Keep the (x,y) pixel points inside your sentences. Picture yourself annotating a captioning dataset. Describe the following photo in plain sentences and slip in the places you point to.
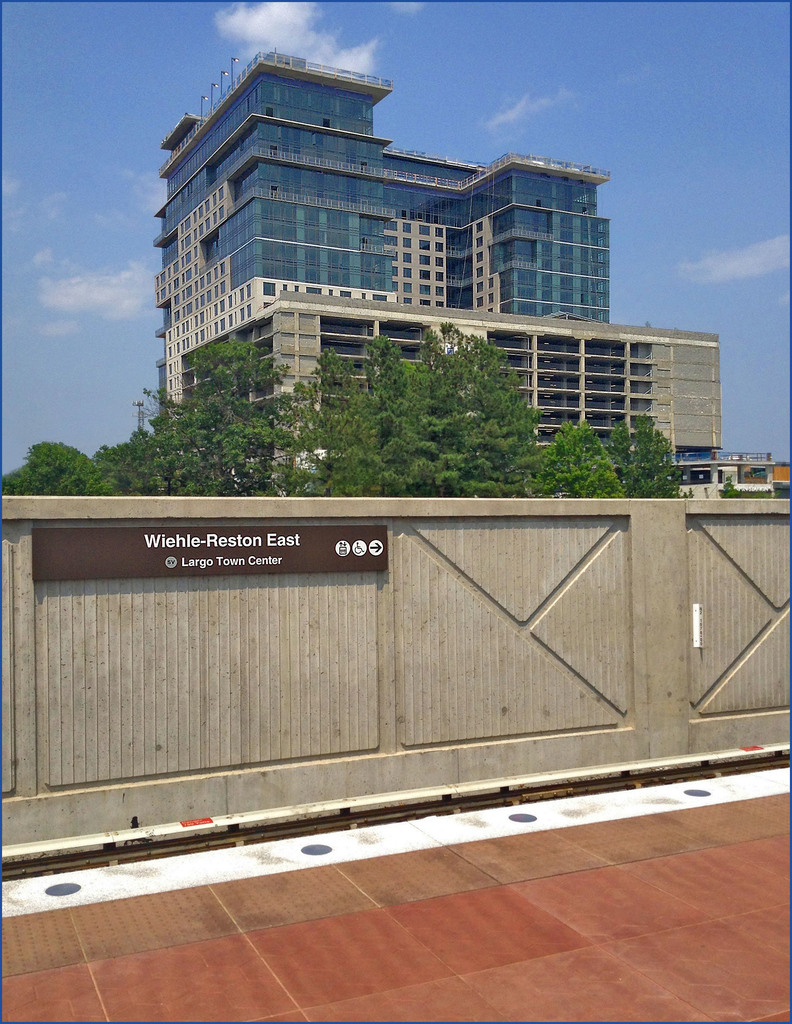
In this picture we can see the ground (508,975), trees (545,485), building (545,433), name board (357,553) on the wall (413,619) and in the background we can see the sky (78,344) with clouds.
